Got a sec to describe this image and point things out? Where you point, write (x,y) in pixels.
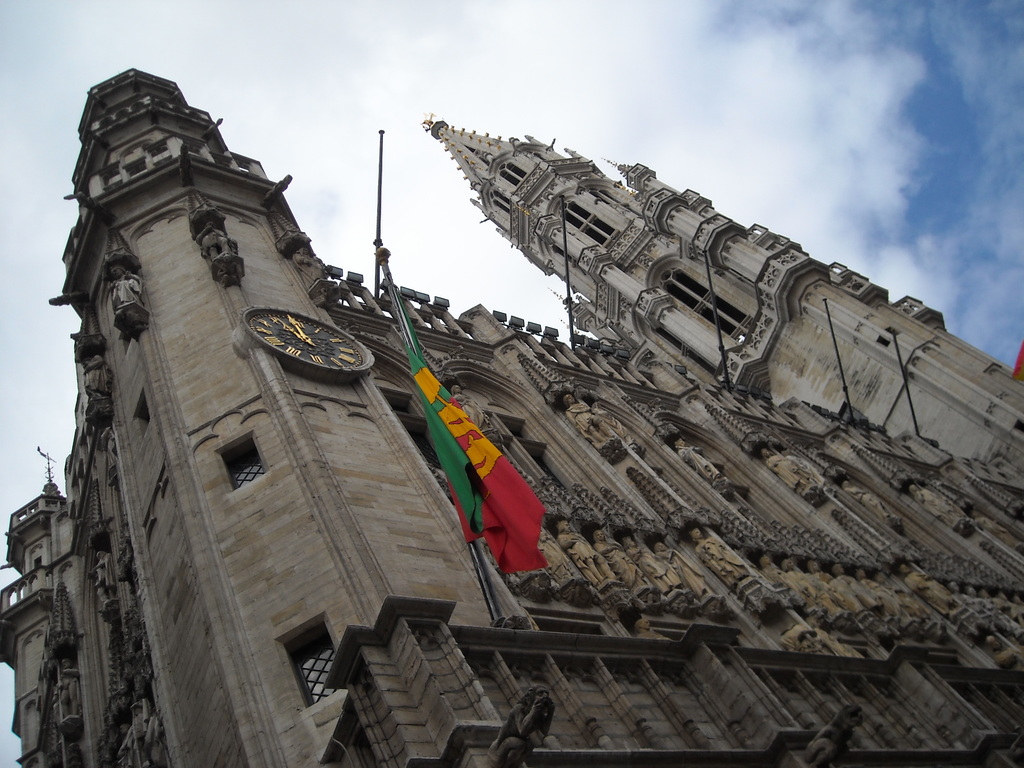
In this image in front (108,744) there is a building (924,359). There is a wall clock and a flag (481,470) on the building (615,507). In the background of the image (771,108) there is sky (823,101).
